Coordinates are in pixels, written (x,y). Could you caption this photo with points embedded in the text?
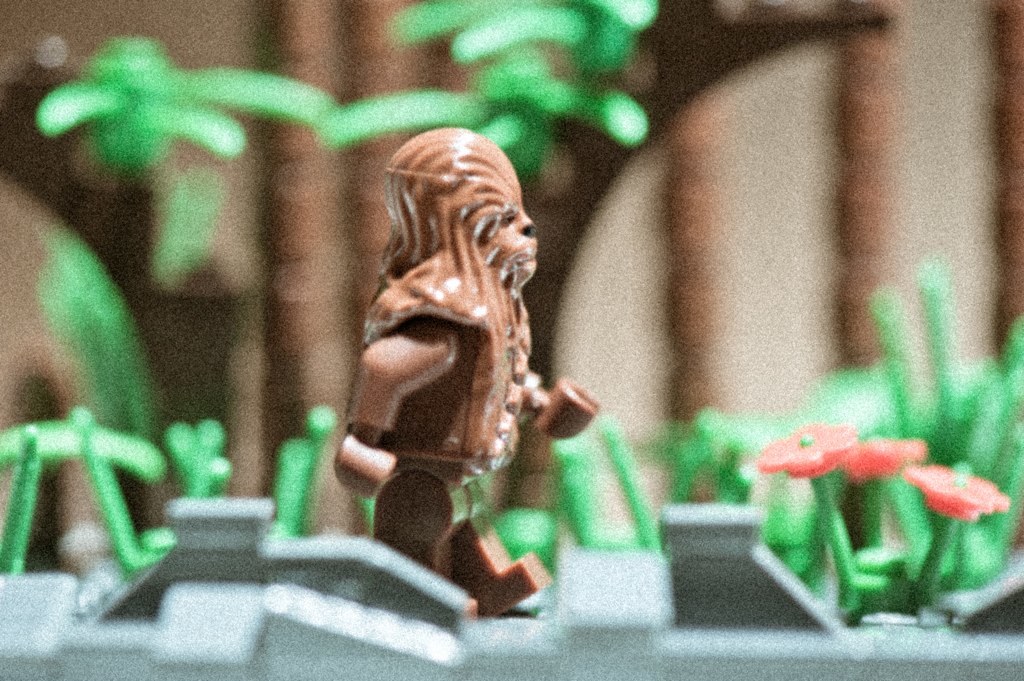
In this image I can see the miniature (450,460) and I can see the brown color object (355,428) and I can see the grass (1018,508) in green color, few flowers (792,444) in red color and I can see the blurred background (744,339).
